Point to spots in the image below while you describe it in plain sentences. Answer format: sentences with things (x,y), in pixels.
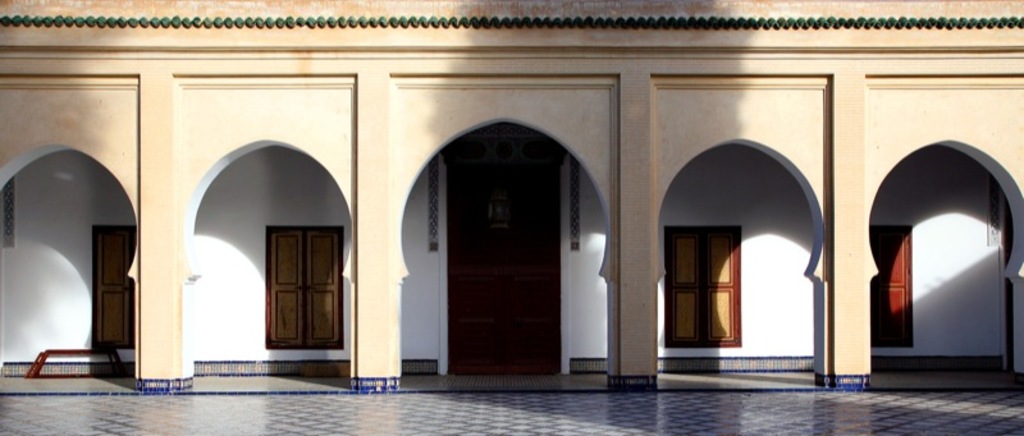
In the center of the image (446,161) there is a building (60,34). There is a door (460,335) and there are windows (281,258). At the bottom of the image (252,416) there is floor (666,400).
